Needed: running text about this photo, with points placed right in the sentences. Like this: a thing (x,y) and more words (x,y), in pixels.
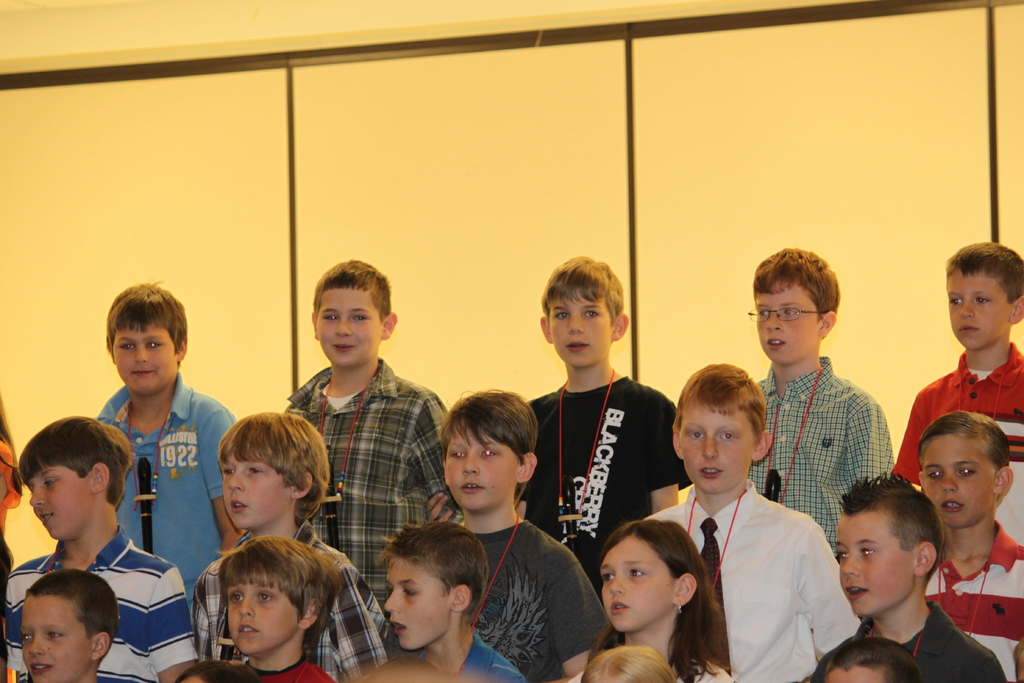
In the picture we can see fourteen boys (314,576) and one girl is standing, and behind them, we can see a wall (726,80) which is cream in color.
